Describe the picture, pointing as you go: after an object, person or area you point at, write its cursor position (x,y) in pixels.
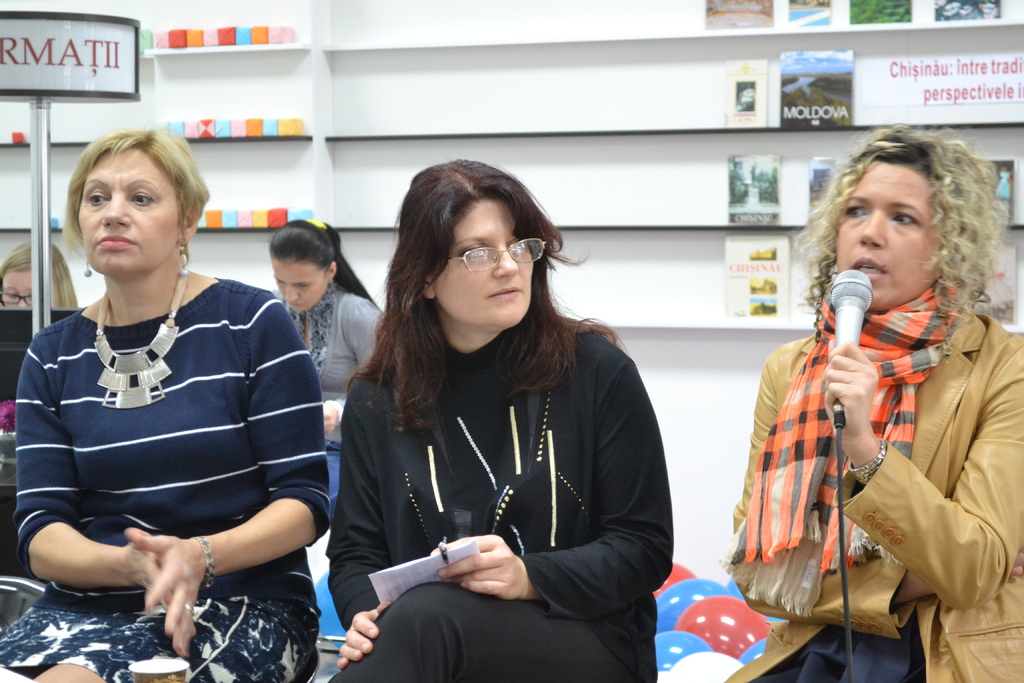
The image there are total five women (407,276), the woman (889,382) who is sitting first wearing brown jacket (938,385) is speaking something through mic (848,280), in the background (752,240) there are some books (781,312) in the shelf (596,228) and also white color wall (688,299).
